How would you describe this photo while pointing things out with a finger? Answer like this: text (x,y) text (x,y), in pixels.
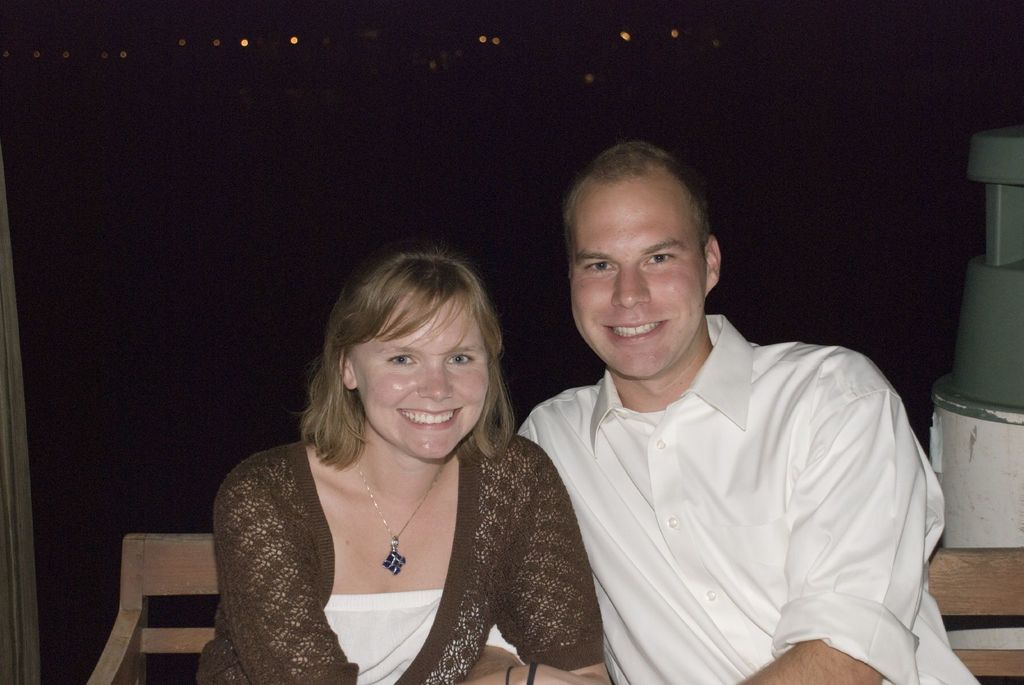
In this picture there is a couple (586,519) sitting in a wooden chair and there is an object (984,371) in the right corner (991,363) and there are few lights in the background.
